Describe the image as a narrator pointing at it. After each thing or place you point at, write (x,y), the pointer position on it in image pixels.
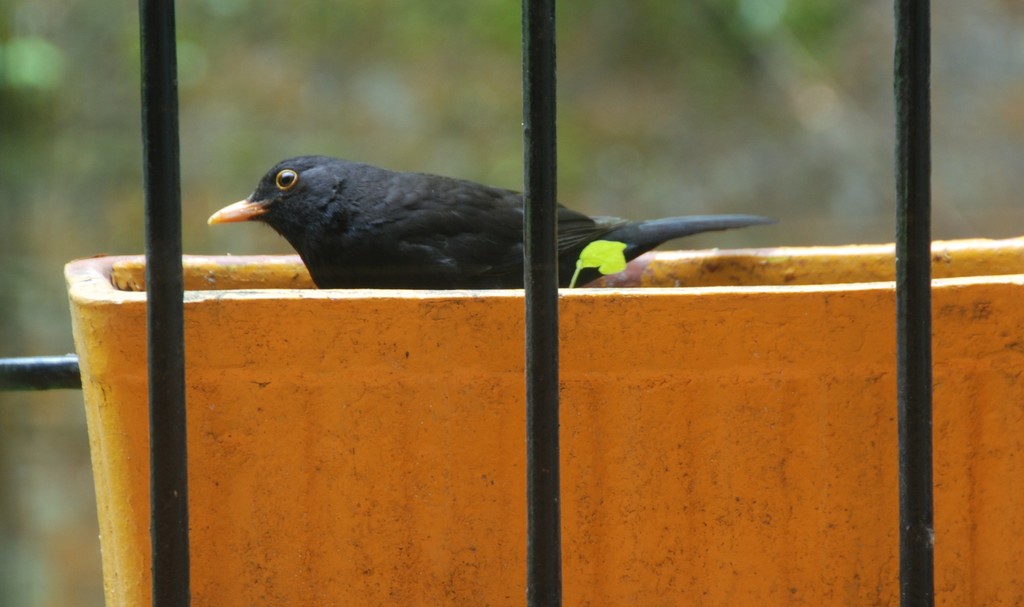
In this picture we can see one black bird (426,263) is standing in the tub (426,412).
